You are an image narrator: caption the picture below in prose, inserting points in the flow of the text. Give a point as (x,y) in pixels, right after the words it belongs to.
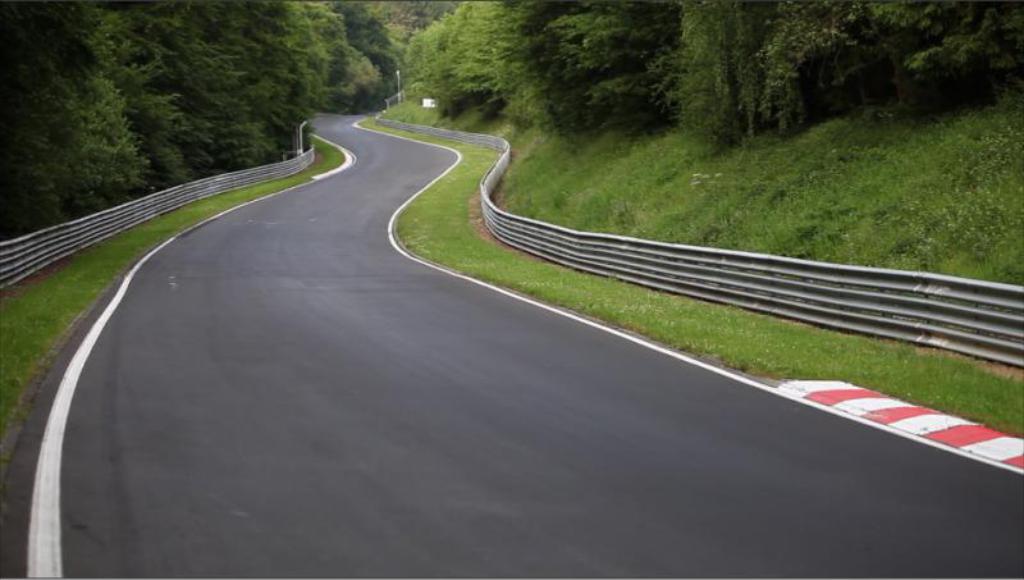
In this image I can see the road (301,249), background (438,68) I can see trees (253,76) and grass (605,163) in green color and I can also see a pole (397,80).
